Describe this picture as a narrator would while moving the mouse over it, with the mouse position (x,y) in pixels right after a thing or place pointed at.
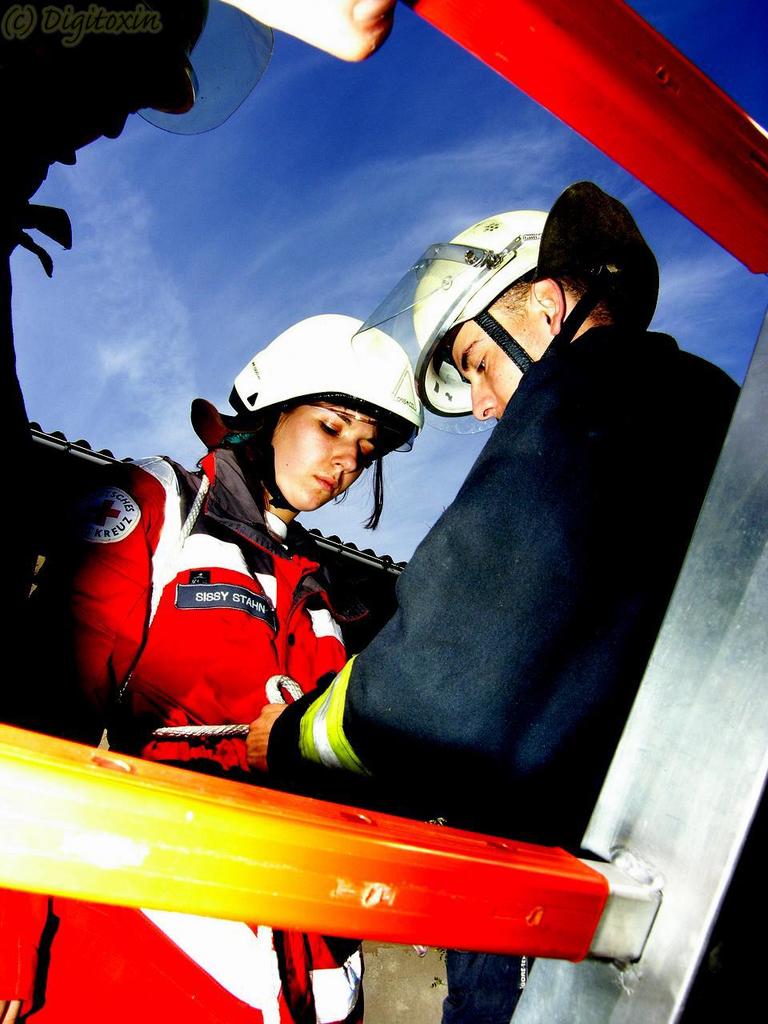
In this picture I can observe two members (339,438). One of them is a woman (174,557) wearing red color jacket (248,602) and white color helmet (300,391) on her head (349,414) and the other one is a man (501,560). In the background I can observe some clouds (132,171) in the sky (180,195).
